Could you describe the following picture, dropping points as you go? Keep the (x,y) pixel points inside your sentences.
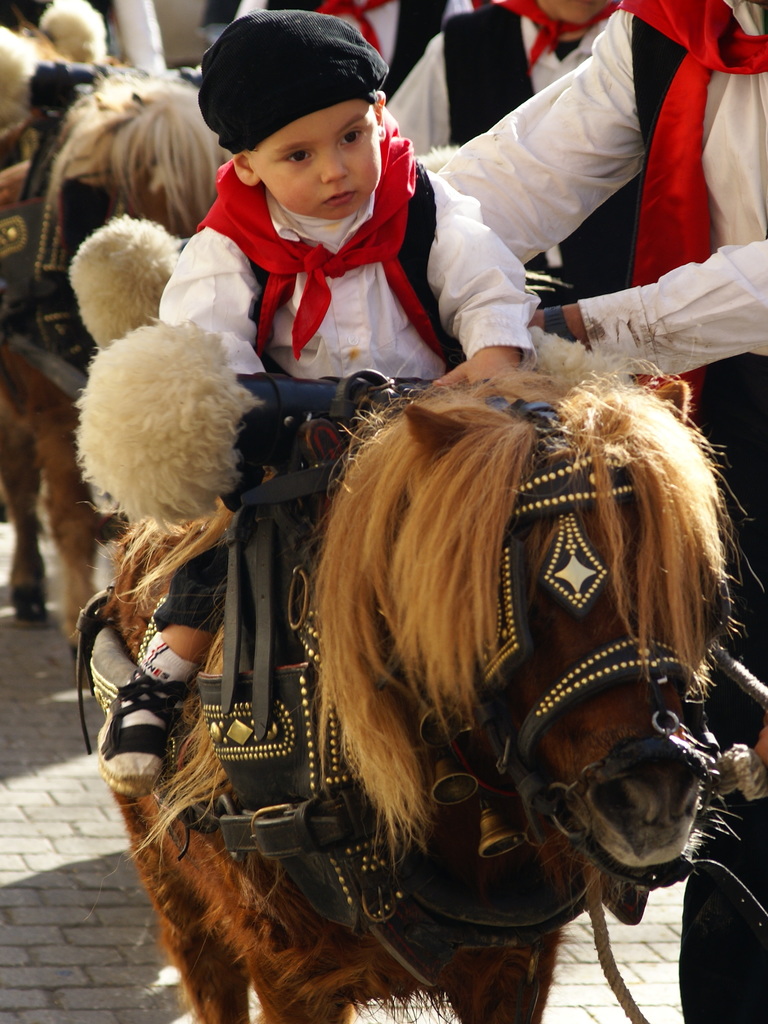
In this picture we can see a boy (297,333) who is sitting on the horse (442,836). This is the floor (87,874). And here we can see some persons (613,291) are standing on the floor (669,993).
